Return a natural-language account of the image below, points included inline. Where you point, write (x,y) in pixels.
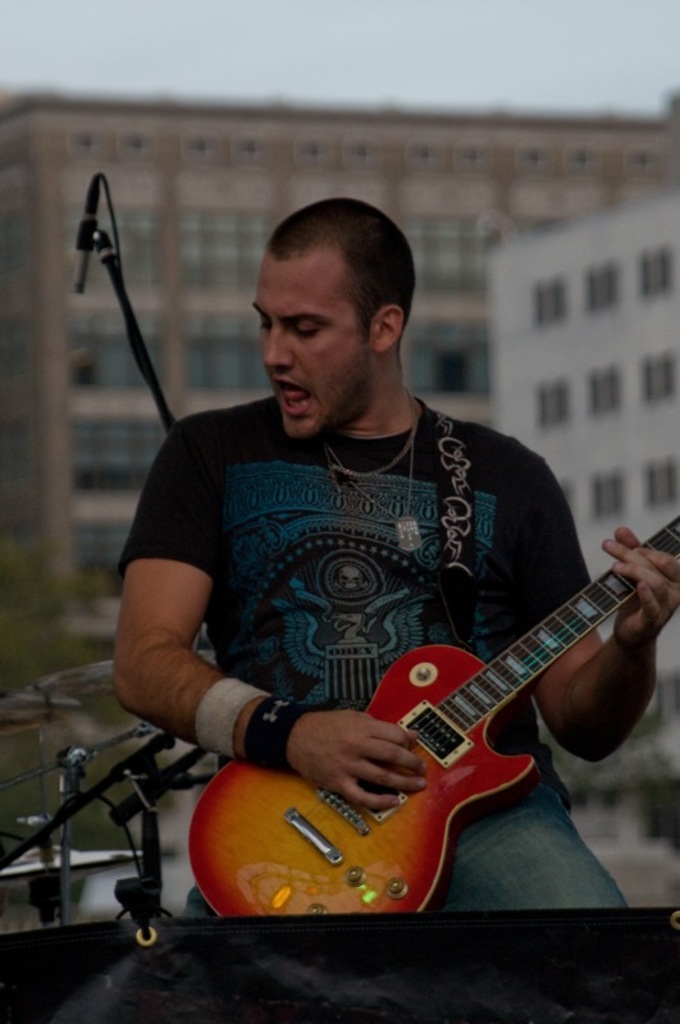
A man (415,552) is playing guitar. Behind him there is a microphone (139,340), buildings (163,215) and sky (281,38).
